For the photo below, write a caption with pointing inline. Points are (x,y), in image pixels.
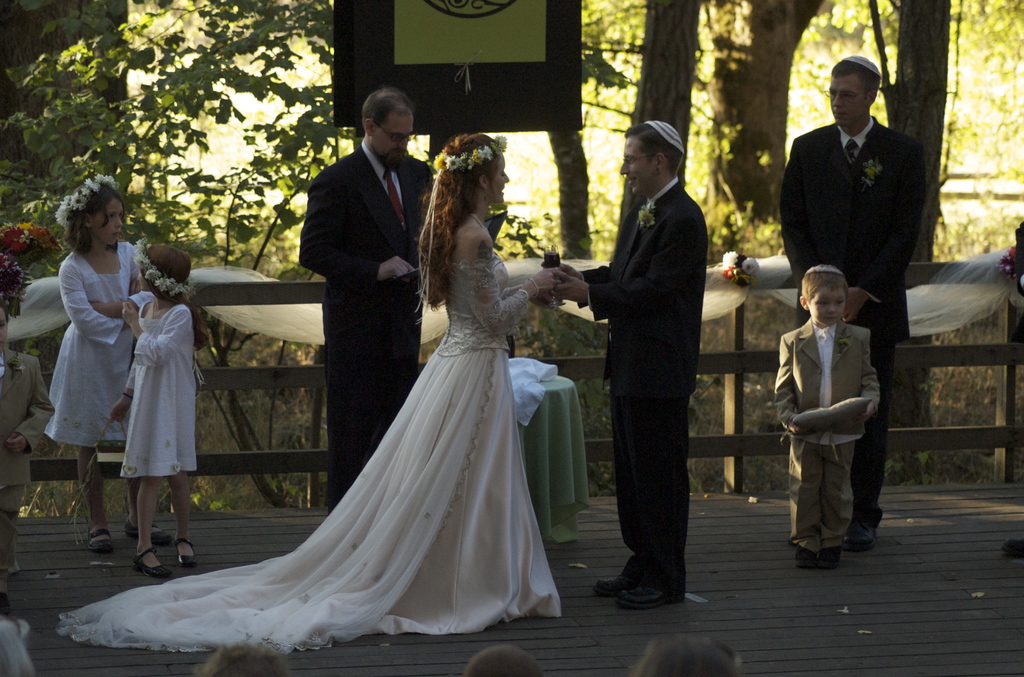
In this picture I can see few people (637,233) are standing and I can see a man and a woman (463,234) holding a glass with their hands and I can see a table (554,400) and few trees (4,39) in the back (801,40) and I can see audience (11,668) at the bottom of the picture (657,667).
